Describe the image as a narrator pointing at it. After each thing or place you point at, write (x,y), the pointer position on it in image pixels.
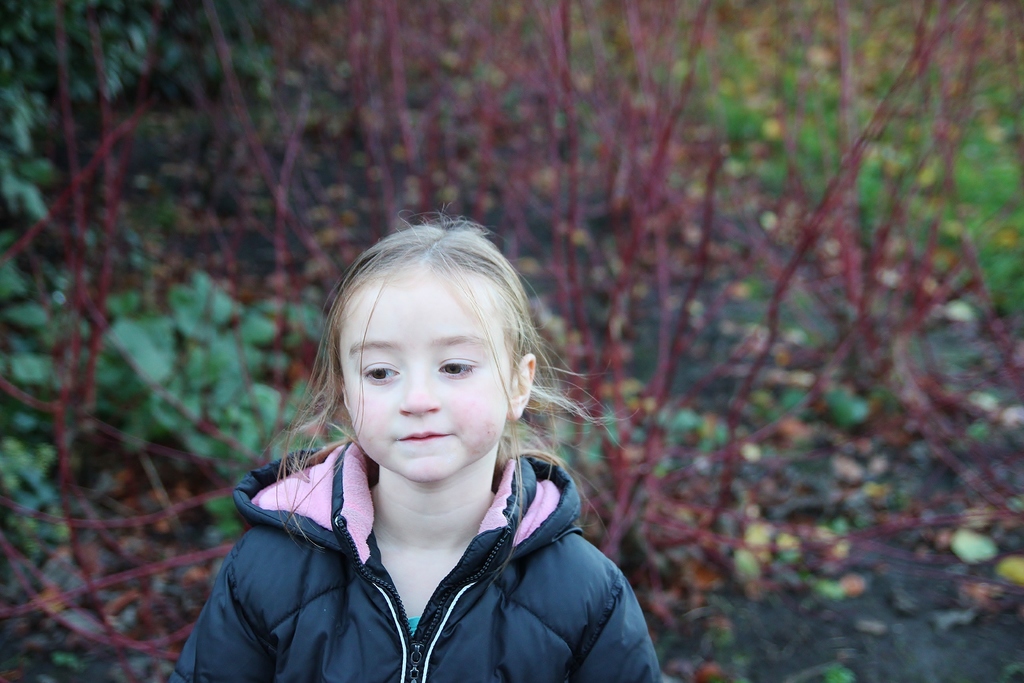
In the background (633,149) we can see the green leaves (13,173) and red branches (579,200). This picture is mainly highlighted with a girl (533,618) wearing a jacket (561,596).
